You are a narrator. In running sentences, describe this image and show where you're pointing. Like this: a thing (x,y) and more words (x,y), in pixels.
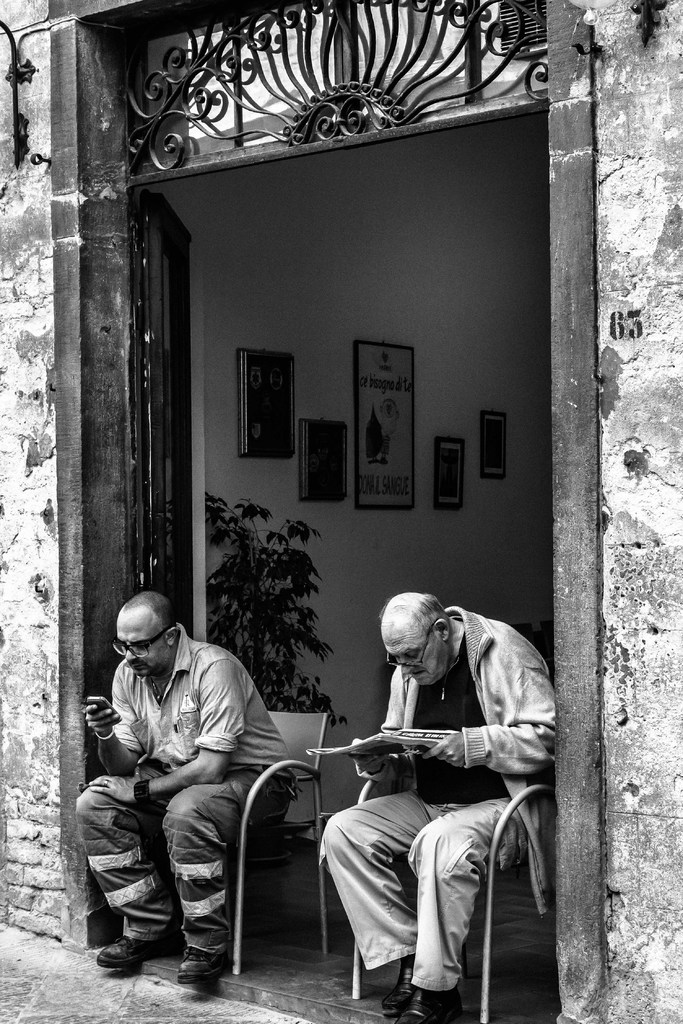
This is a black and white image. In this image we can see person (143,677) sitting on the chairs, door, wall (45,428), plants (292,596) and photo frames (271,403).
